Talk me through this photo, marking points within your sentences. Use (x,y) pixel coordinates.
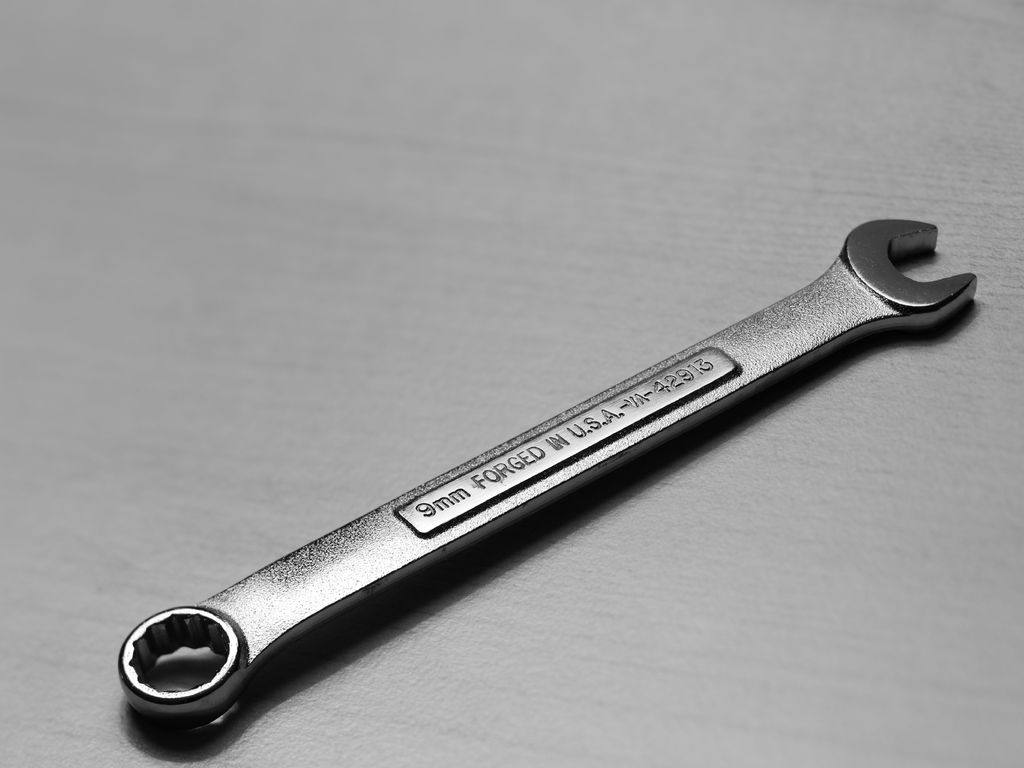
In this image we can see spanner (323,587) which is of 9mm.
